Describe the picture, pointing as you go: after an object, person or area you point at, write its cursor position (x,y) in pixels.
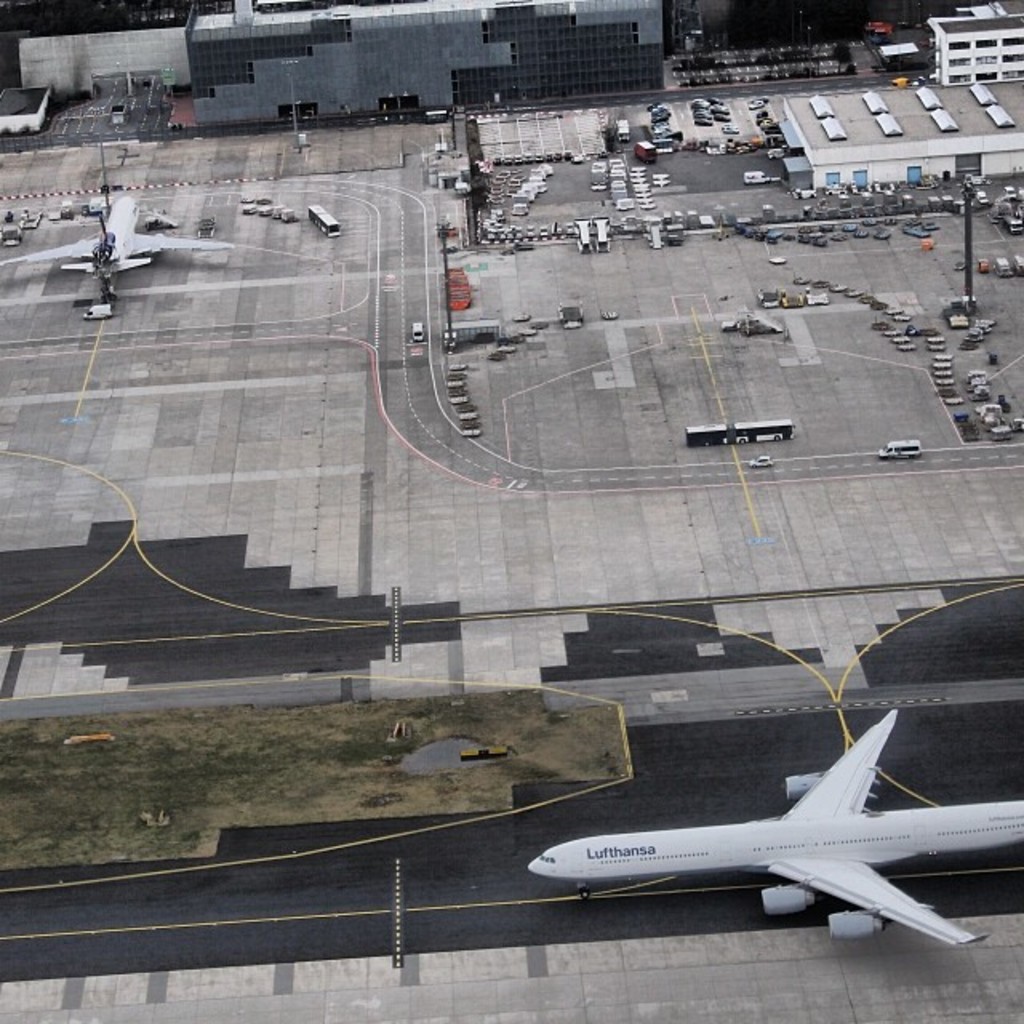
This image is a top view of a airport (213,487). In this image we can see aeroplane (967,830) on the runway (655,816). There are vehicles (870,201), buildings (608,81). There is grass (192,777).
